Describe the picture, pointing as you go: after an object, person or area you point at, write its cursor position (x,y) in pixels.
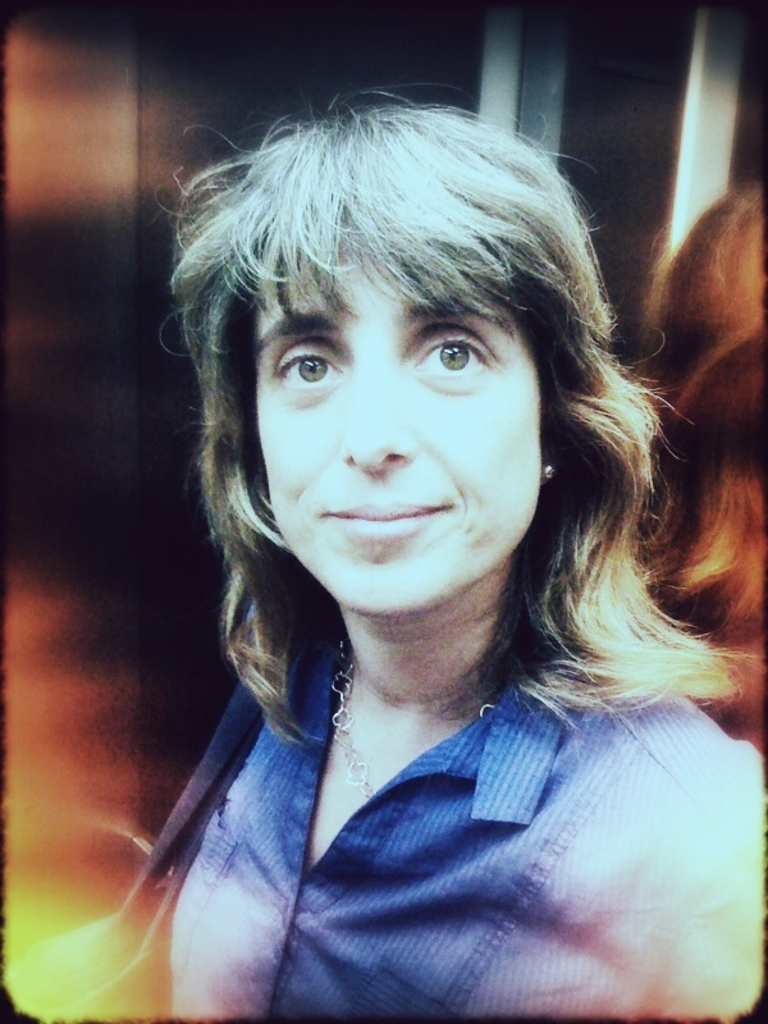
In this image I can see the person (265,559) with the dress (356,875) and there is a blurred background (444,29).
